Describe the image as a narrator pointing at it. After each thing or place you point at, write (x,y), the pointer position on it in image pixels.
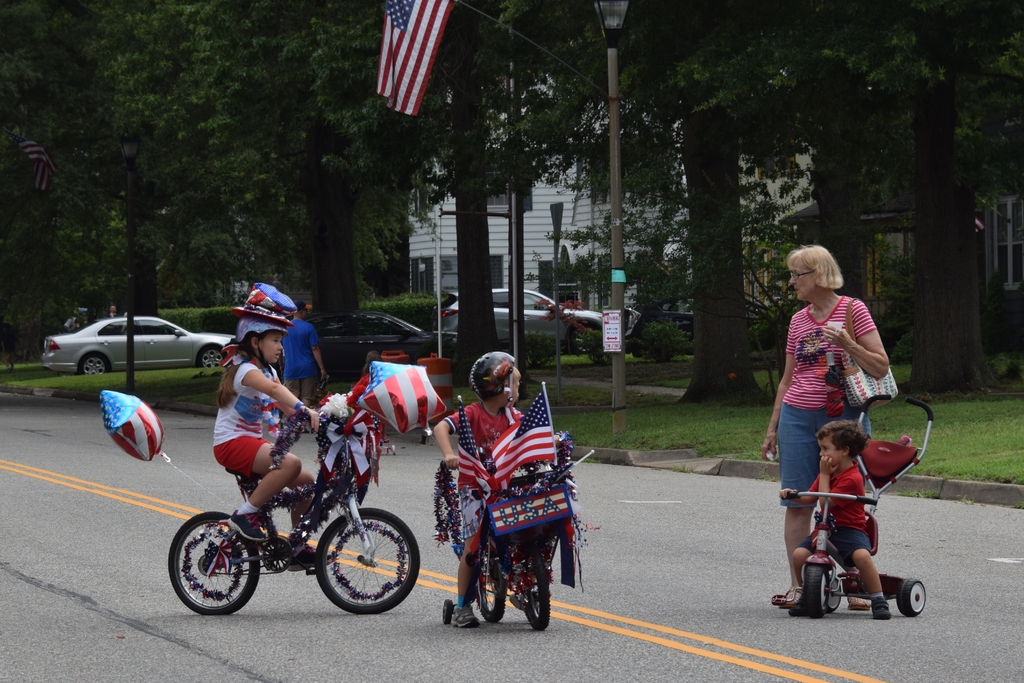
In this picture we can see two kids (489,492) on the bicycles (481,532). This is road (693,653). Here we can see a woman (776,410) standing on the road (661,511). There is a vehicle (198,337) and this is grass (991,419). On the background (621,42) we can see some trees (935,336) and this is pole (609,14). There is a building (580,215) and this is flag (428,68).
